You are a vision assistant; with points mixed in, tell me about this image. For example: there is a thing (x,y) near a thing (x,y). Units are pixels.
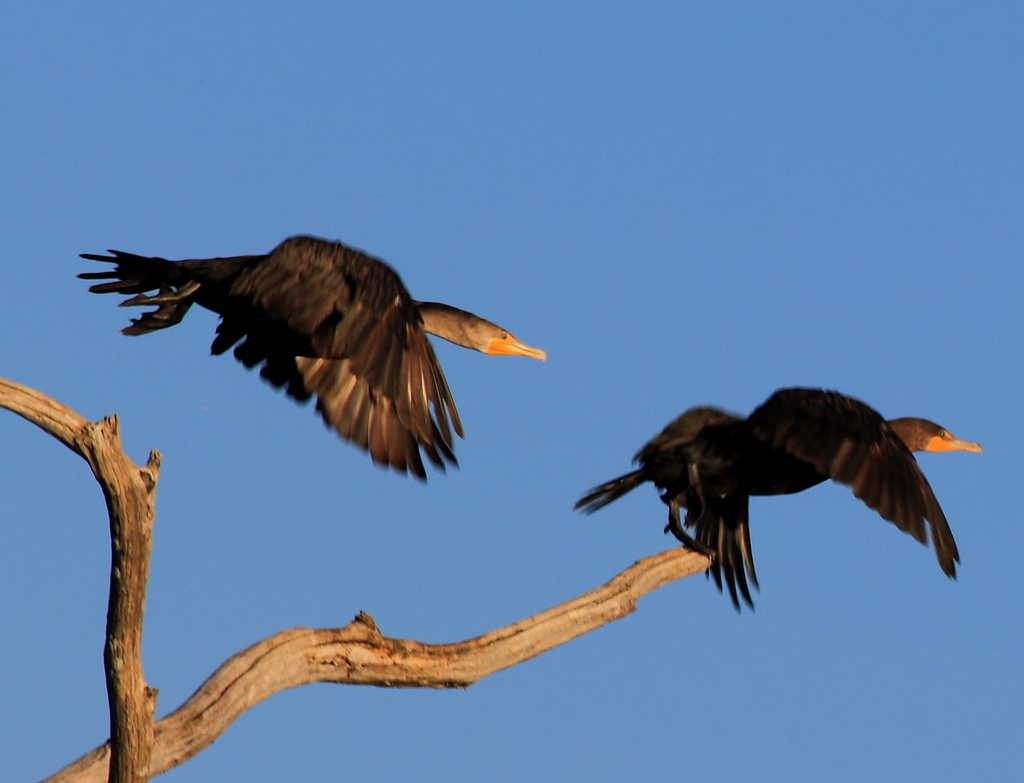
In this picture we can see a bird (199,275) flying in the air (195,331). We can see another bird (713,418) on a wooden branch (460,647). Sky (625,563) is blue in color.
